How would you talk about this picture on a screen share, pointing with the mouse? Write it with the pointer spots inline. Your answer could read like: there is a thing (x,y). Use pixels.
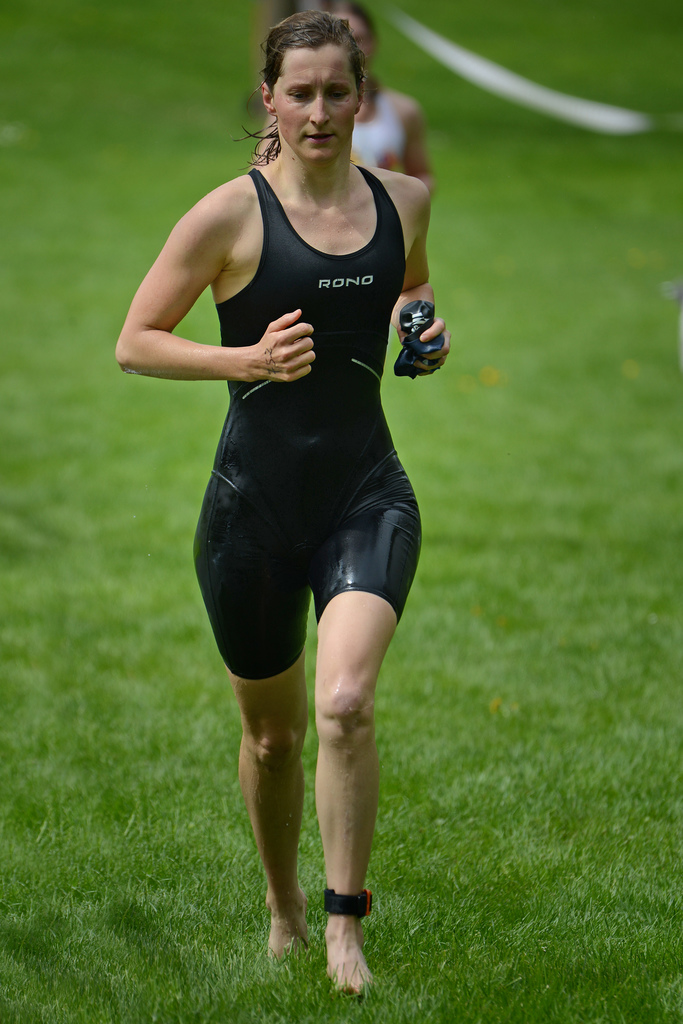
In this picture there is a woman (280,361) with black t-shirt (325,425) is running at the back (405,154) there is a woman (391,151) with white t-shirt (383,156) and at the bottom (366,940) there is grass (543,848).
